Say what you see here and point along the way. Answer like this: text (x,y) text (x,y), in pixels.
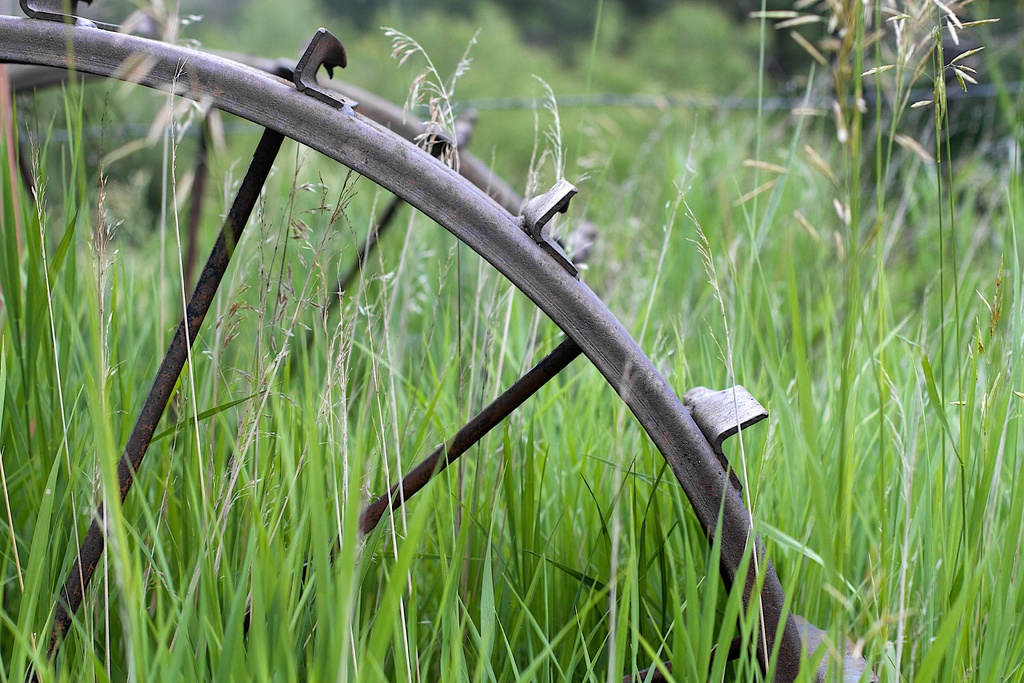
In this image I can see a metal object (343,114) which is grey and black in color and few plants (303,274) which are green and cream in color. I can see the blurry background (694,43).
